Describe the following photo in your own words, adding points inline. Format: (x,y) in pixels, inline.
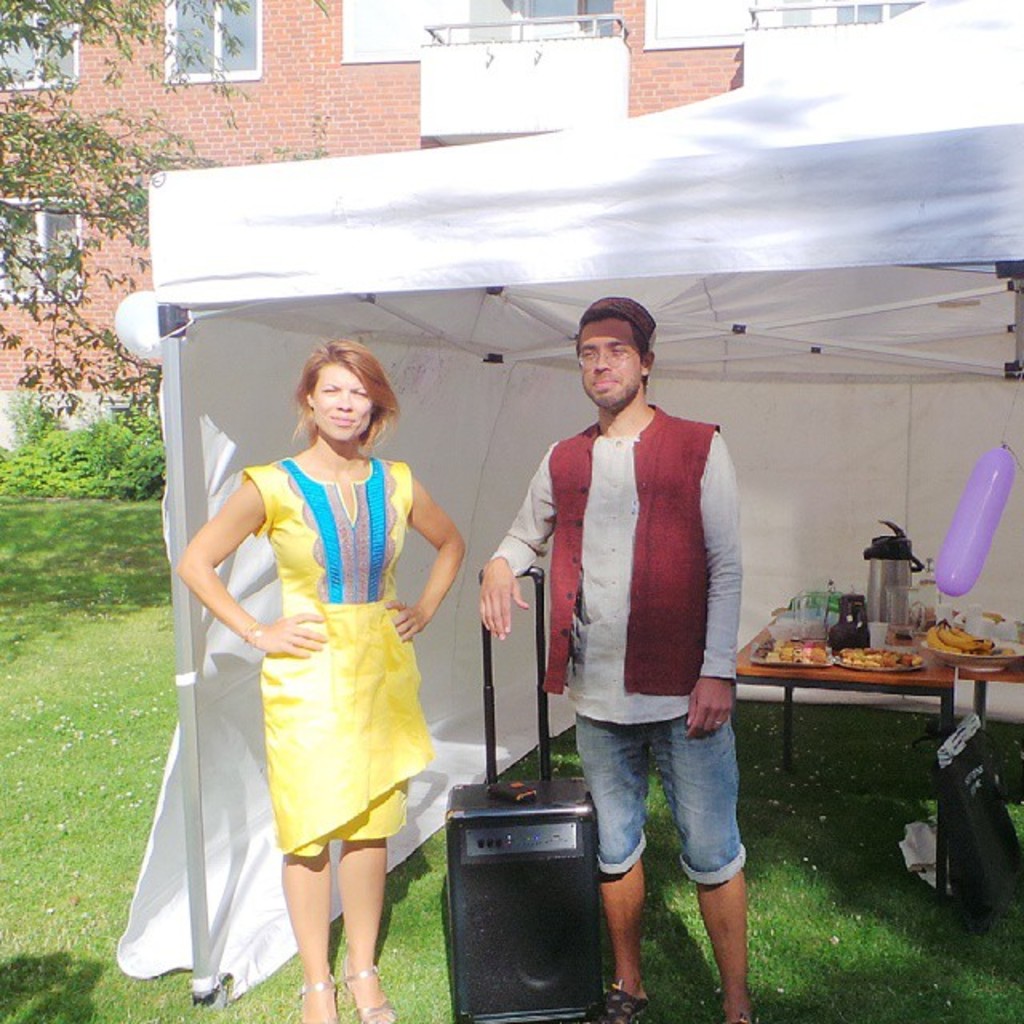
A couple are standing under a tent (366,295) with a portable music system (537,836) in between them and some eatables (804,656) on a table (946,687) behind.
